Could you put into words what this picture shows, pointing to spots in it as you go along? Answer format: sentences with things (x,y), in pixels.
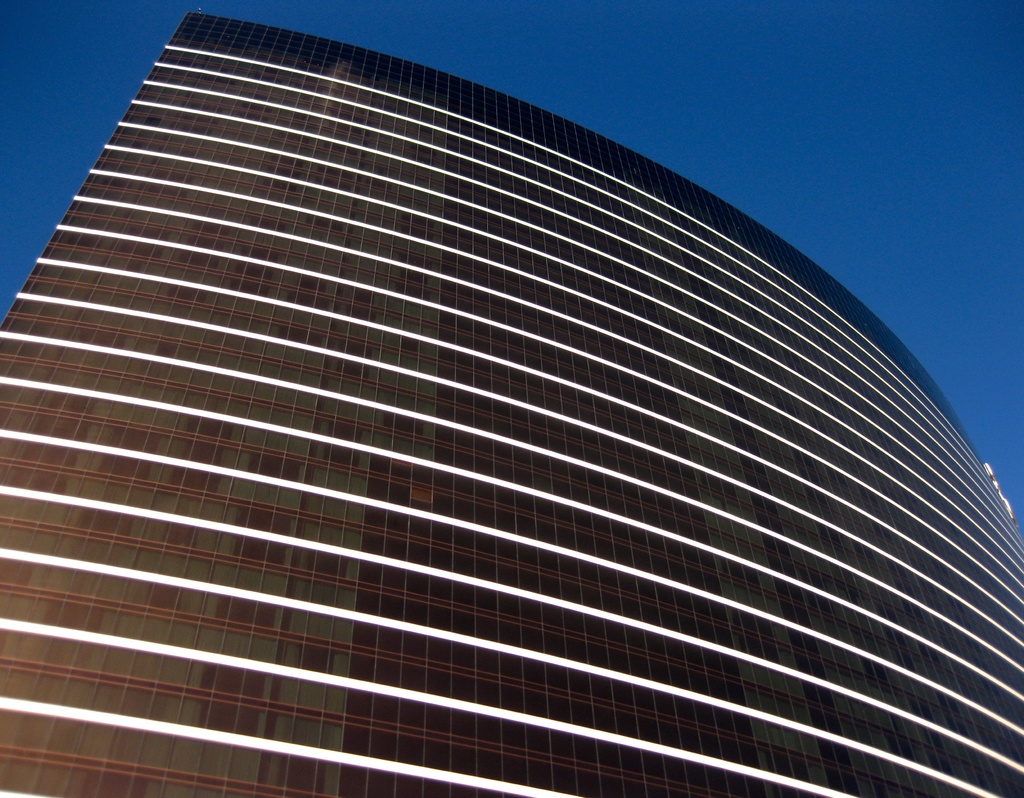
In this image I can see a building (258,358) in the front (569,380) and in the background (830,124) I can see the sky (752,108).
